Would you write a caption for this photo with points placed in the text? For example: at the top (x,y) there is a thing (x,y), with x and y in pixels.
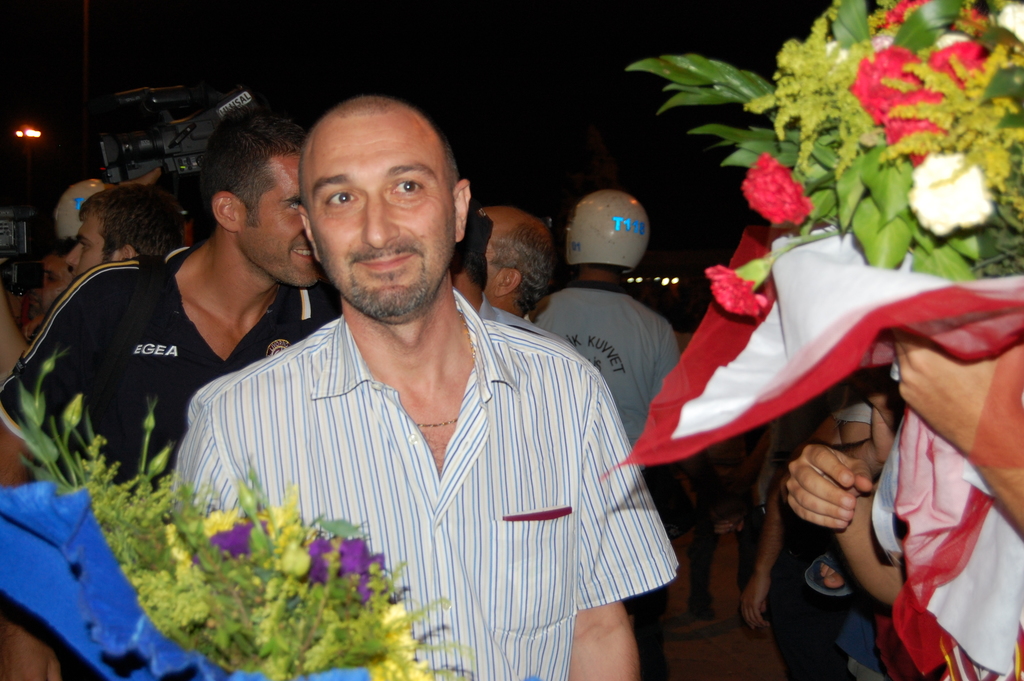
In this image I can see a crowd of people (115,383). Here I can see a man (438,476) wearing a shirt (415,485) and smiling by looking at the right side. On the right (948,465) and left side of the image (41,582) there are few people (945,386) holding flower bouquets (1000,346) in the hands (22,650). The background (486,115) is dark.
